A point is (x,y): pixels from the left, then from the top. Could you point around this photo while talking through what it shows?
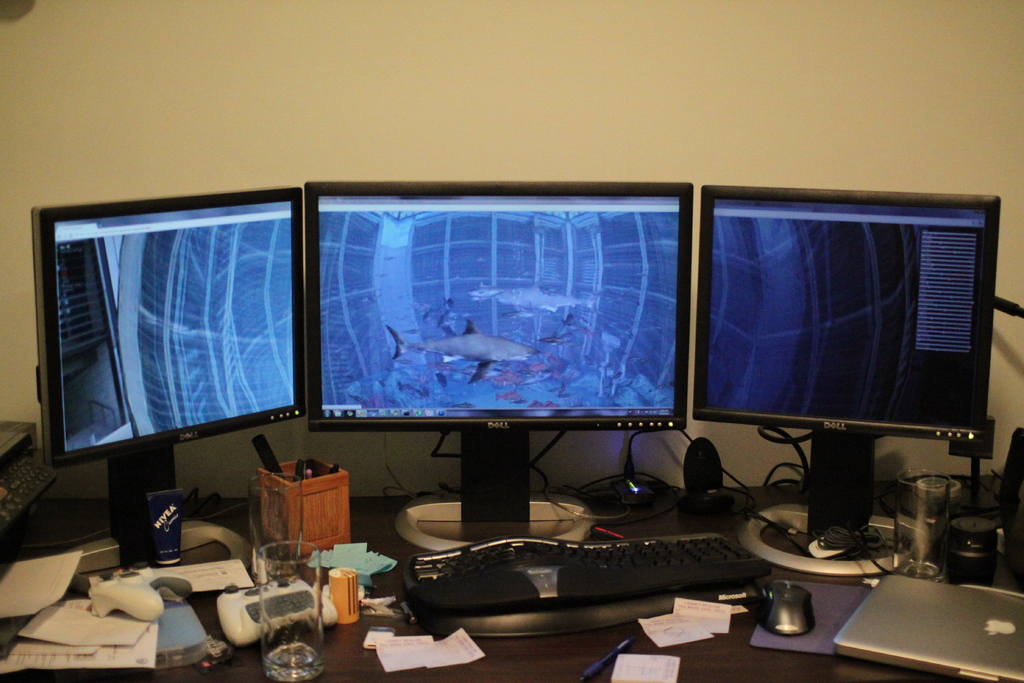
This image consists of a table (48,527). On that table (176,679) there are computers (413,372). There are laptop (873,648), keyboard (610,581), mouse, papers (458,631), pens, glasses (914,501), speakers (698,447), wires (625,470).
